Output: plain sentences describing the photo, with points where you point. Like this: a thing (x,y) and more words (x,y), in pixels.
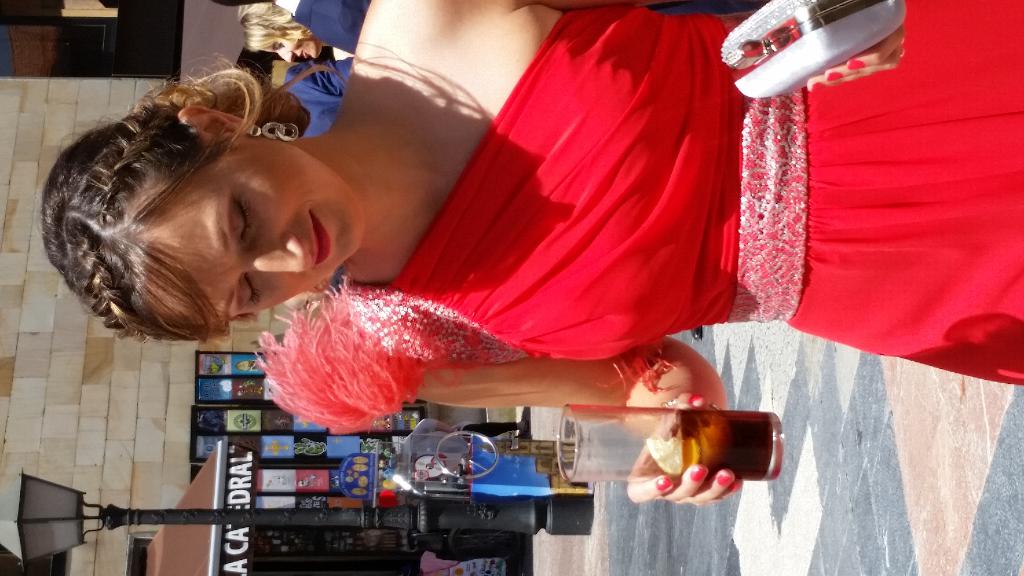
This image is clicked on the road (929,468). In the foreground (943,369) there is a woman (727,125) standing. She is holding a glass (695,423) in the hand (683,476) and a hand purse (794,56) in the other hand (852,60). Behind her there are few people (326,70). In the background (79,417) there is a wall (77,412). There are frames (218,438) on the wall (182,435). At the bottom (48,509) there is a street light pole (6,498).
